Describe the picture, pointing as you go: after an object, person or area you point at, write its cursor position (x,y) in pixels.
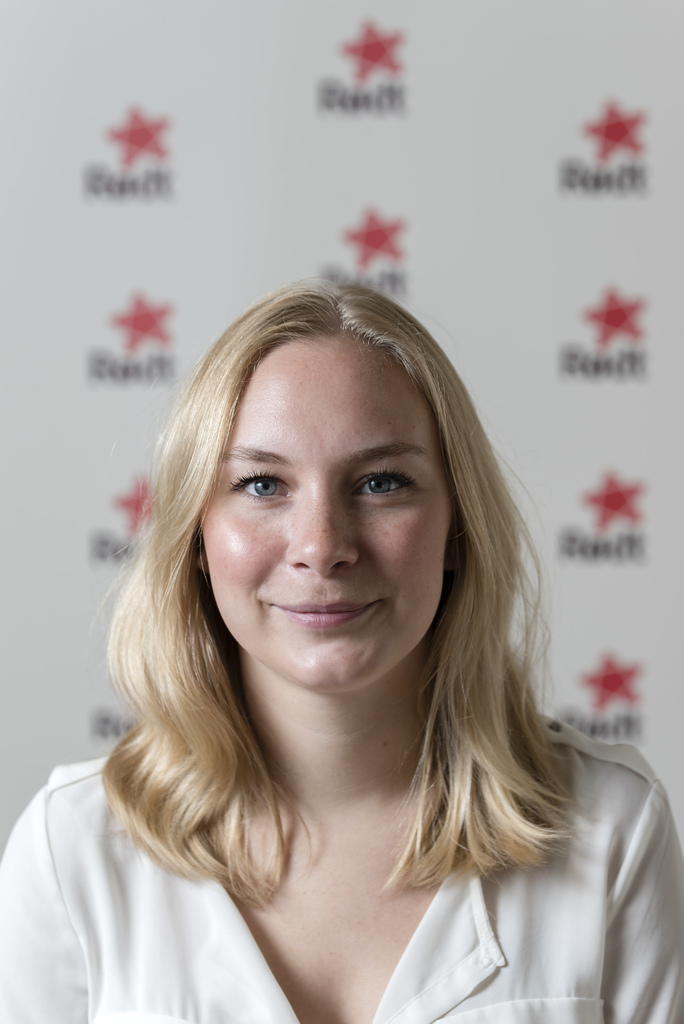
In this image, I can see the woman (450,766) smiling. In the background (122,409), I think this is a banner (587,325) with the logos (607,163) and letters (353,278) on it.
